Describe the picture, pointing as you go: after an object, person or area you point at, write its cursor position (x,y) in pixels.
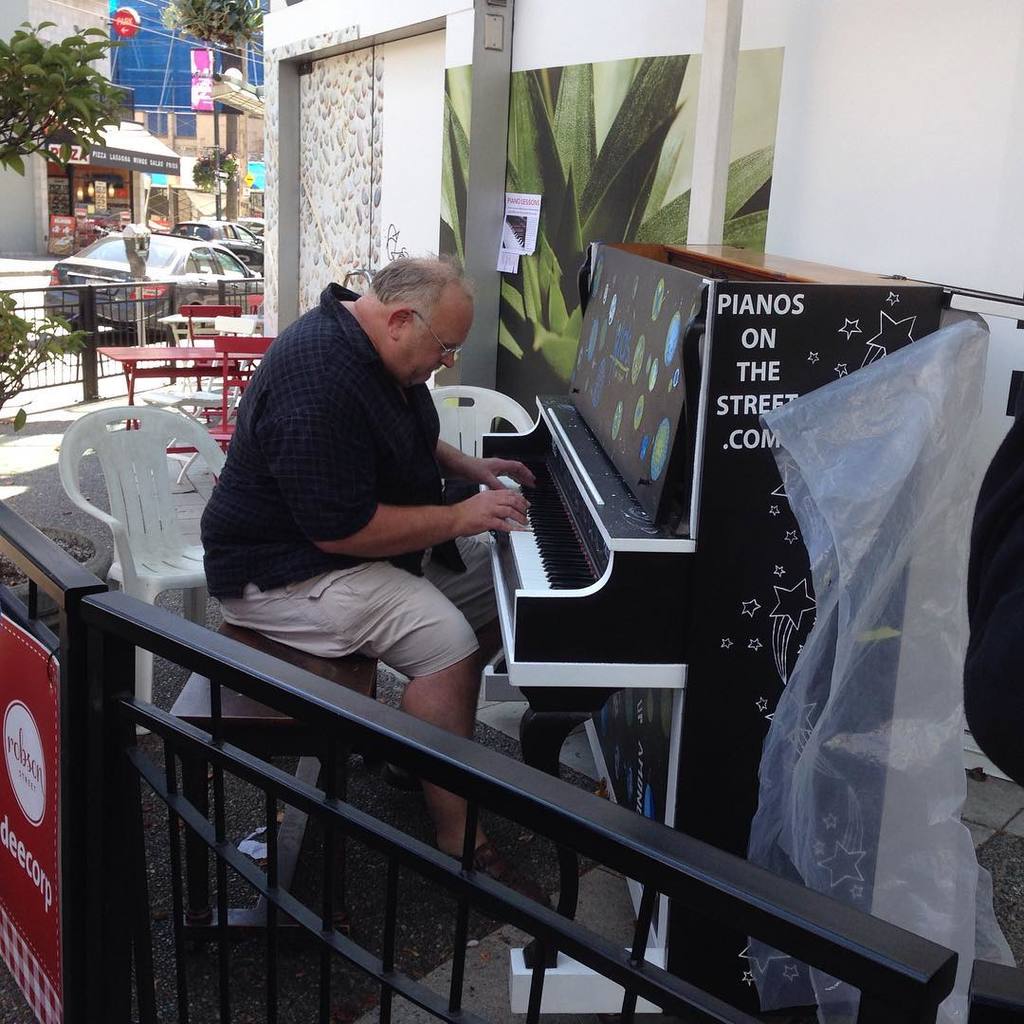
In this image there is a man (421,308) sitting in a chair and playing a piano (530,459) on the street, and the background there is chairs (217,343), plants (44,66), tree (44,66), buildings (240,184), cars (121,247), name boards (41,885), iron rods (140,815).
